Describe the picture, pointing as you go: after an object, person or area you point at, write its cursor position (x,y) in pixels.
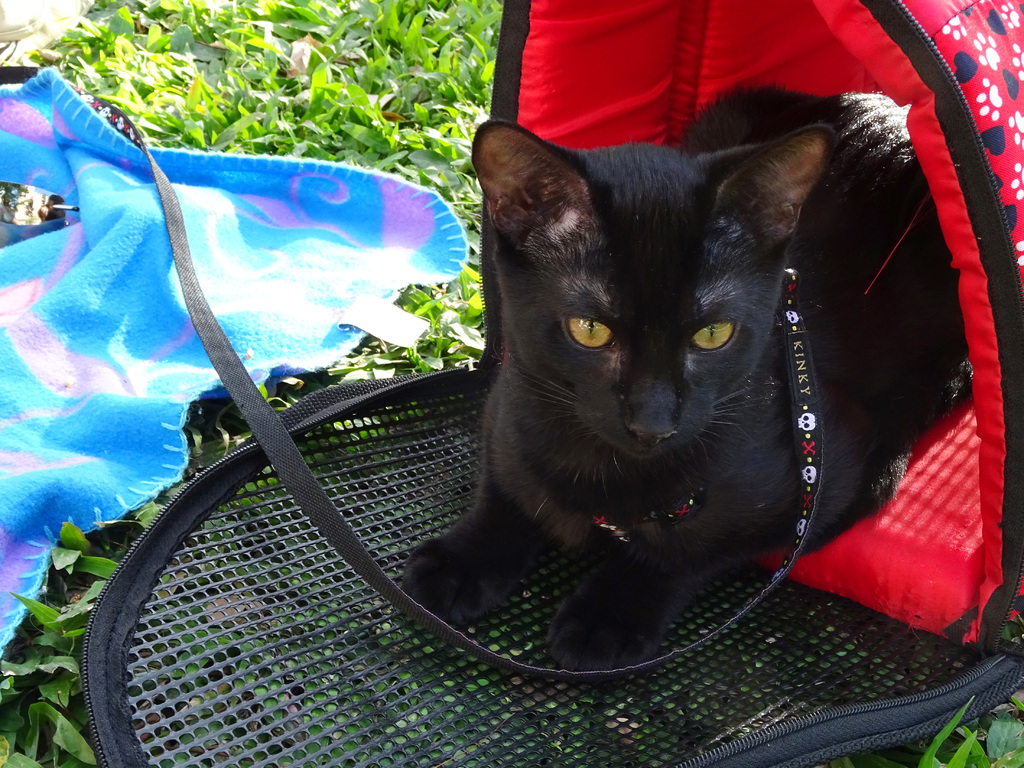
In this image there is a cat (641,352) sitting in a cat tent (648,47), beside the cat (501,201) there is a cloth (241,264) on the grass (331,87).
